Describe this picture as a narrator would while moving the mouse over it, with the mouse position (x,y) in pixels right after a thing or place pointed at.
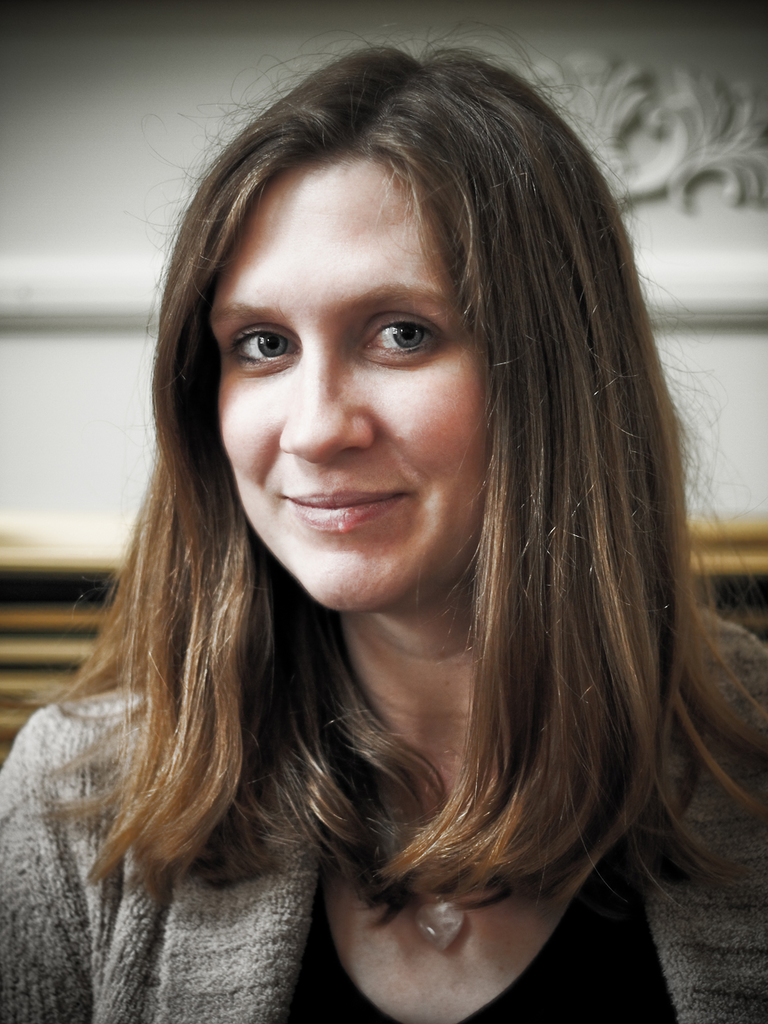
In this image I can see a person (251,893) wearing ash and black color dress (248,959). Background (104,213) is in white color.
